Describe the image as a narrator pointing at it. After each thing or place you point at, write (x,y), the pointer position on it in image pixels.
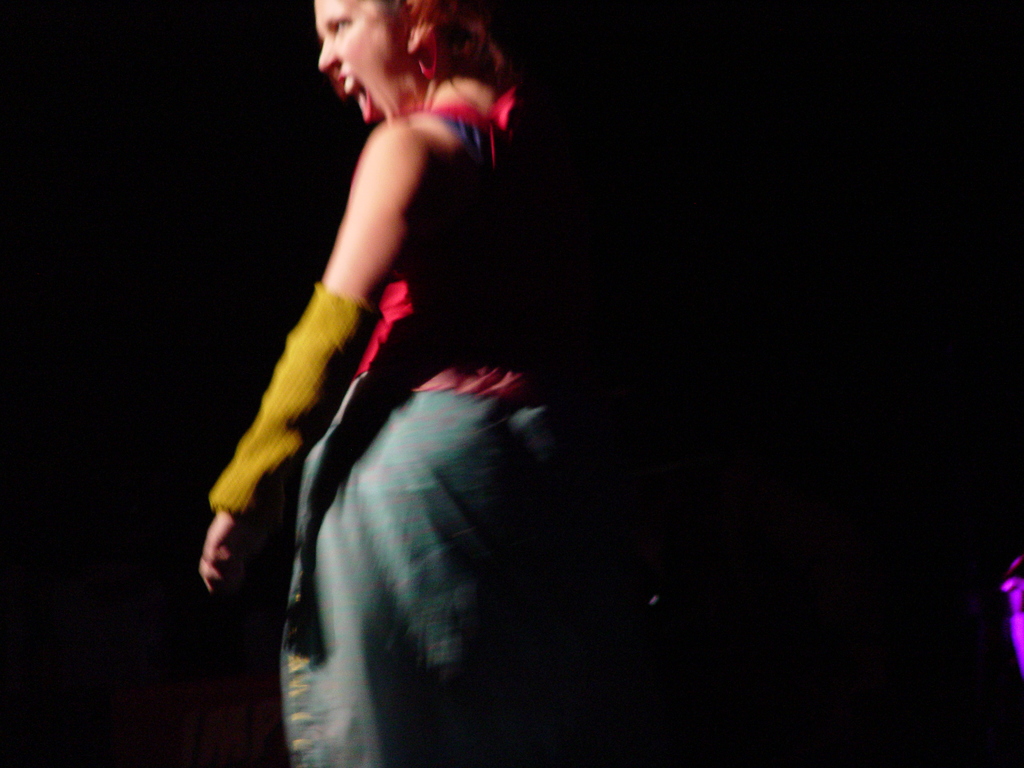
Here I can see a person (414,298) standing. It seems like this person (385,191) is shouting. The background (883,538) is dark.
